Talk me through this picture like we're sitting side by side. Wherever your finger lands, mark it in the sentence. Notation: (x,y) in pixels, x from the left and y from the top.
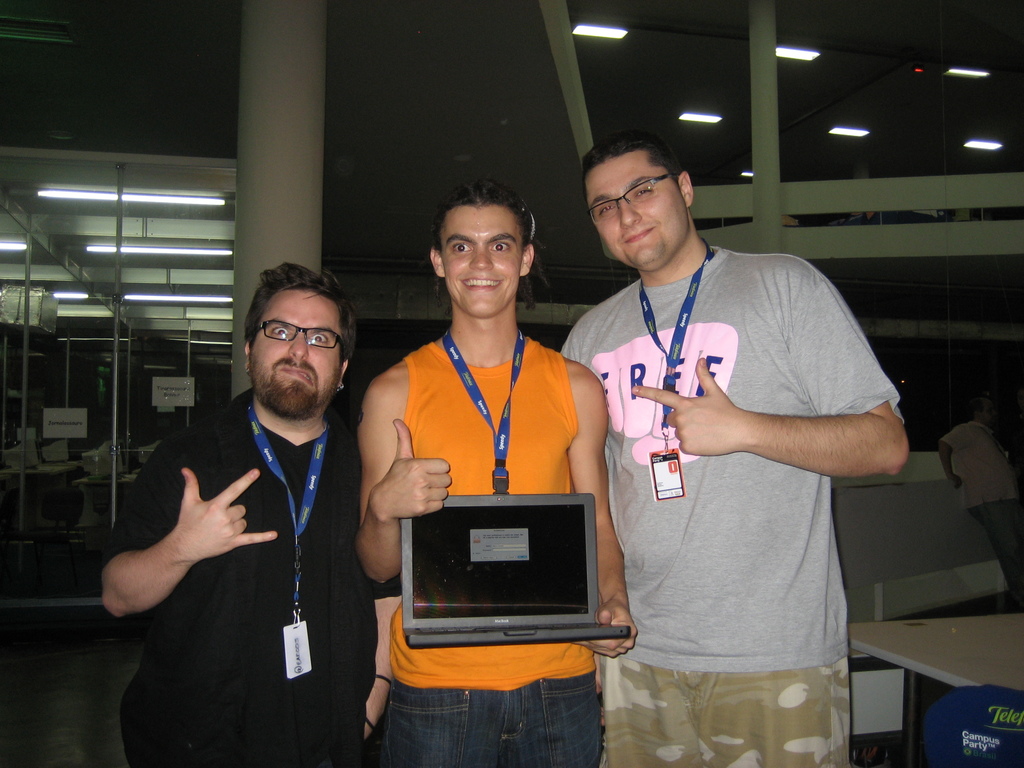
As we can see in the image in the front (345,427) there are three people (437,455) standing. There is a table (952,655), lights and boxes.
